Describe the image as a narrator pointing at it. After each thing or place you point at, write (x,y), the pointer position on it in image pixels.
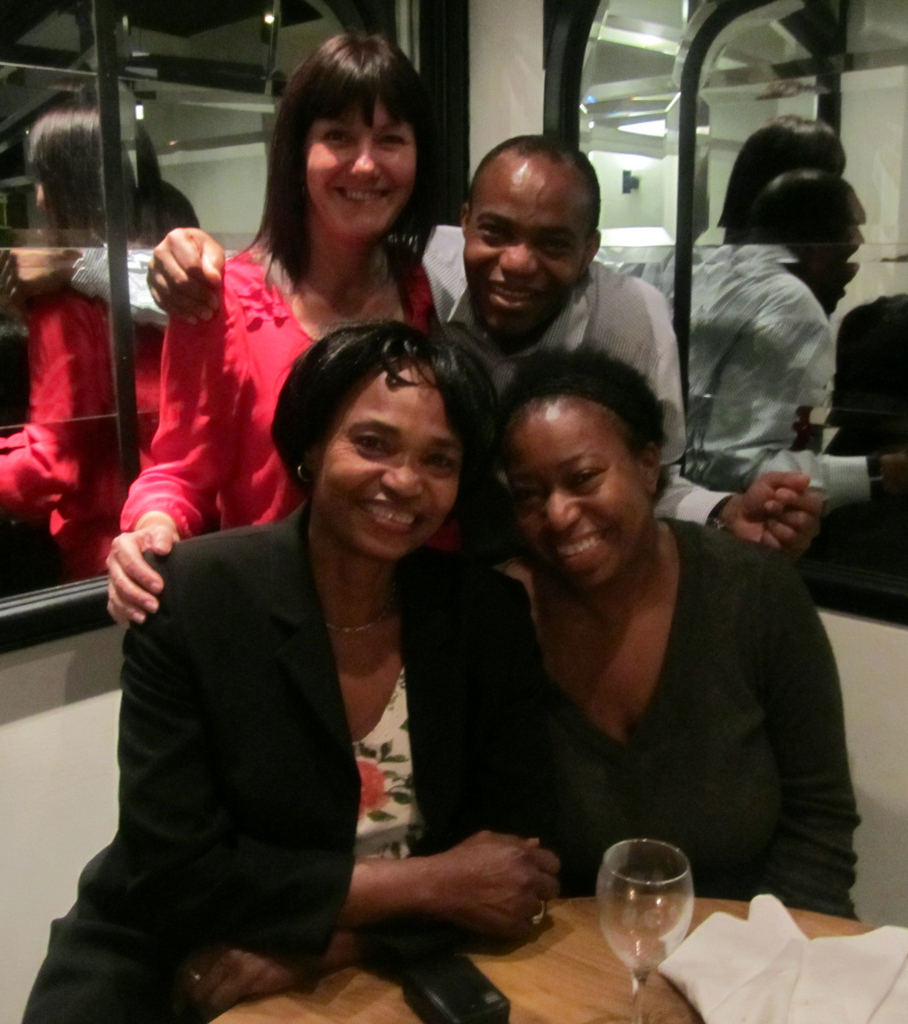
In this picture I can see two women (559,628) sitting on a table (578,976). I can see two people (455,239) standing behind. I can see mirror (207,125) in the background (223,105).
